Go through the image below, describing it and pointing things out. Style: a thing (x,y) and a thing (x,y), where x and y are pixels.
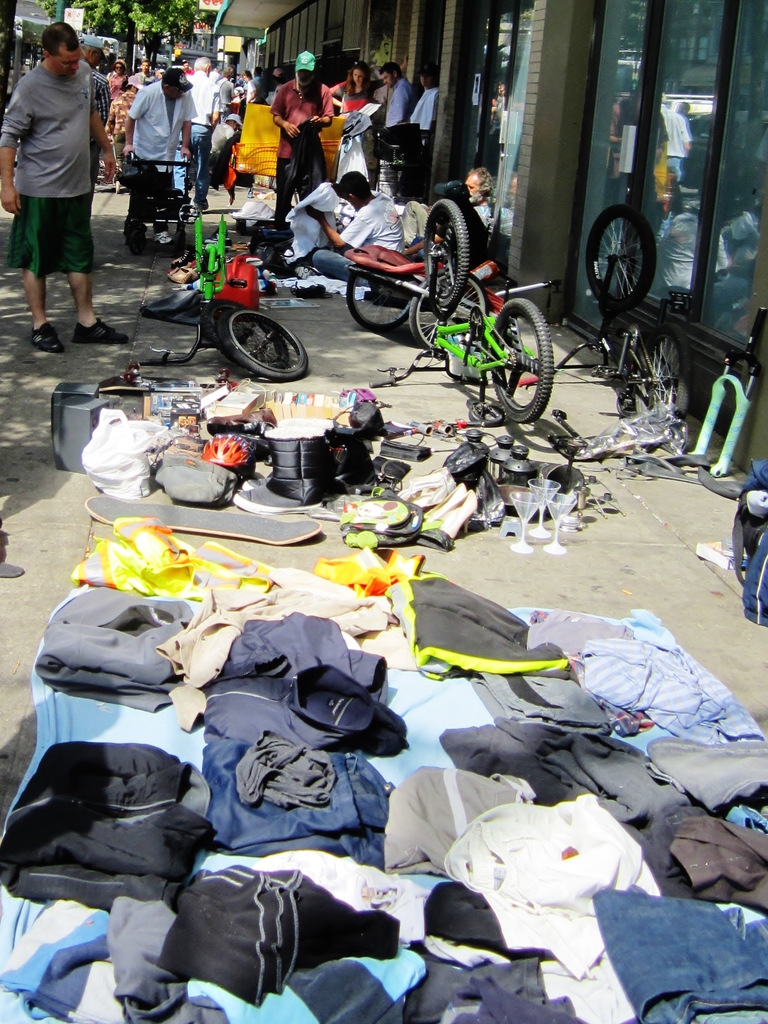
In this image in the center (326,561) there are some clothes (567,780), cycles (509,349), plastic covers (655,453), glasses (551,485) and objects (520,447) and there are a group of people (203,169) standing and some of them (362,95) are holding some things (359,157) and there is a building (625,93) and glass doors (638,105) and also we could see some wheels (620,289). In the background (152,42) there are trees (156,39) and some boards (232,41), at the bottom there is a walkway (572,543).
